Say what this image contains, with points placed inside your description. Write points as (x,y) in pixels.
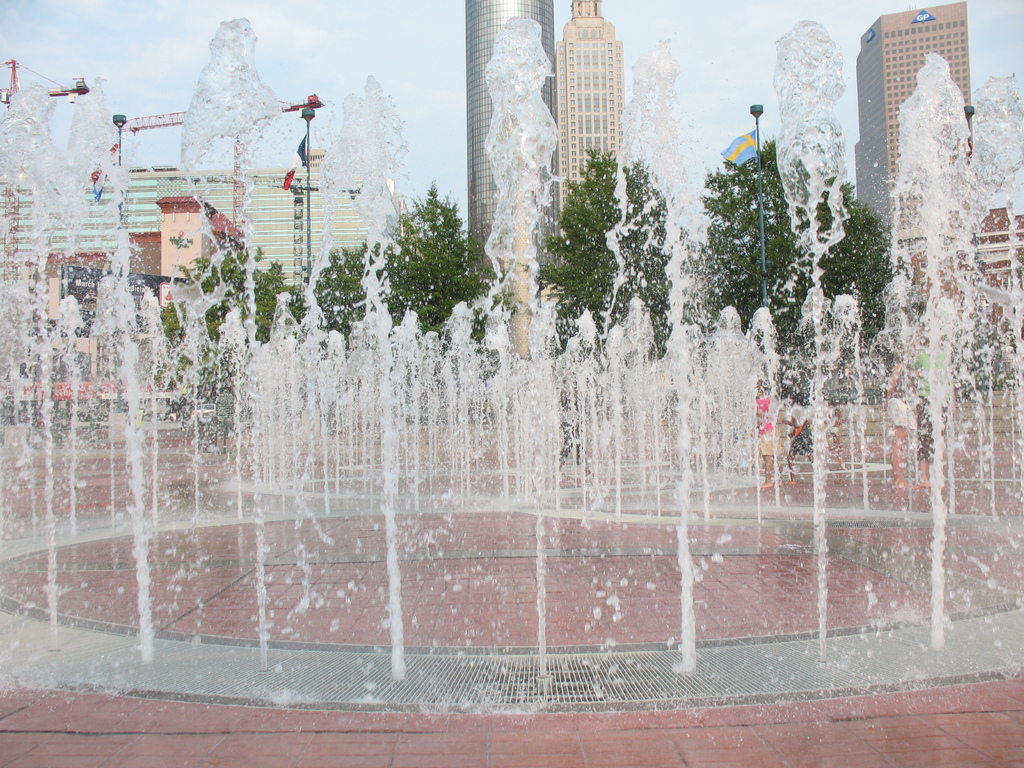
In this picture I can see there is a fountain (608,438) here and there are some people (924,447) standing. In the background (865,297) there are trees (339,283), buildings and the sky (284,38) is clear.
